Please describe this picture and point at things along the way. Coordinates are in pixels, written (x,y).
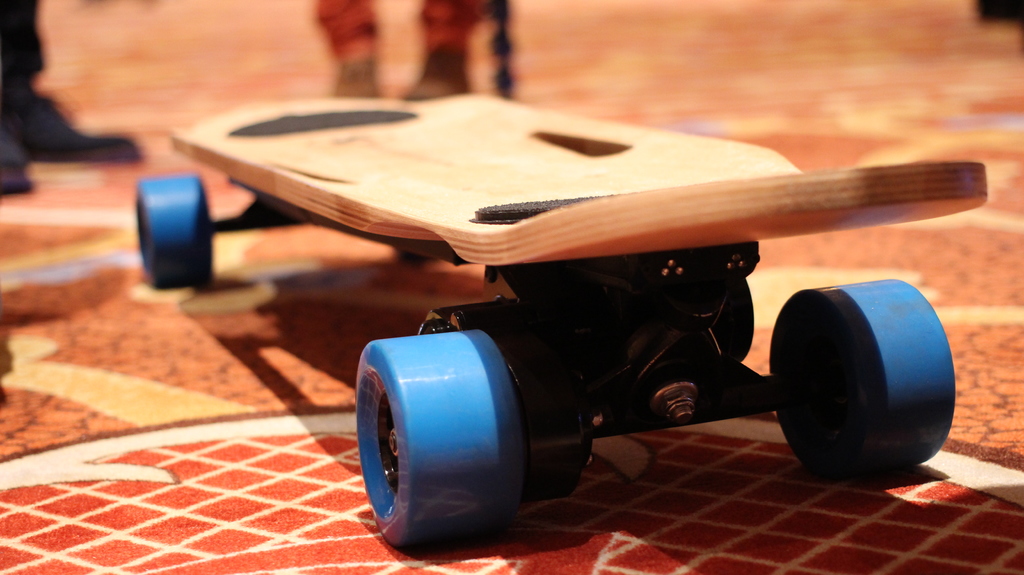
In front of the image there is a skateboard (574,351). Behind the skateboard (898,422), we can see the legs (337,38) of people (58,114). At the bottom of the image (307,422) there is a mat (842,41) on the floor (750,65).
